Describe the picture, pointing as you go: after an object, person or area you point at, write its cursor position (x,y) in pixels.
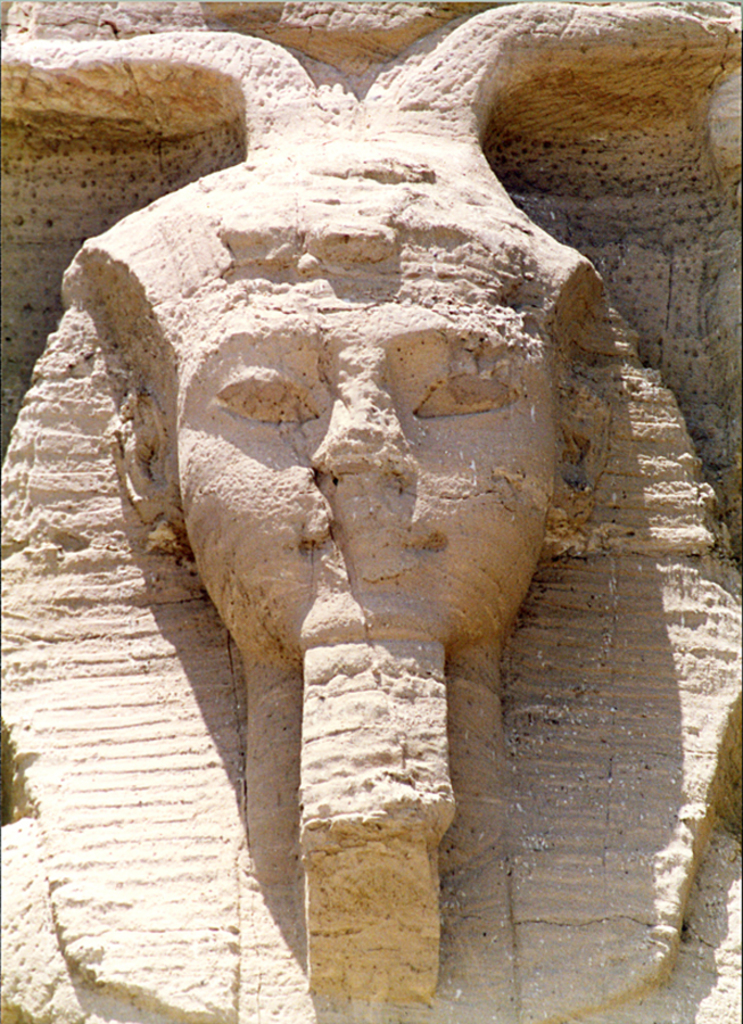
In this image there is a rock (306,681) having sculpture (415,278) of a person (235,528).
